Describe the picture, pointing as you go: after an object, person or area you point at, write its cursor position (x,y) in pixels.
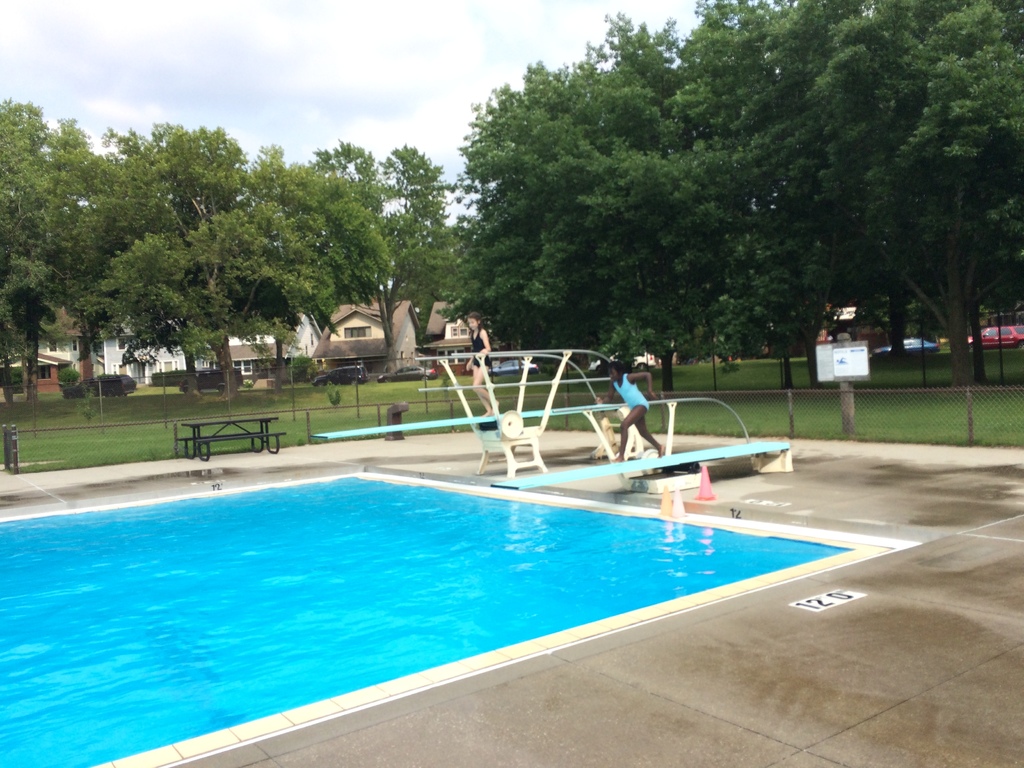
This image is clicked outside. In this image we can see a swimming pool (316,539) and a woman (620,459) running on the ramp (585,478). In the background (692,218), there are many trees (491,317) and houses (125,349).
